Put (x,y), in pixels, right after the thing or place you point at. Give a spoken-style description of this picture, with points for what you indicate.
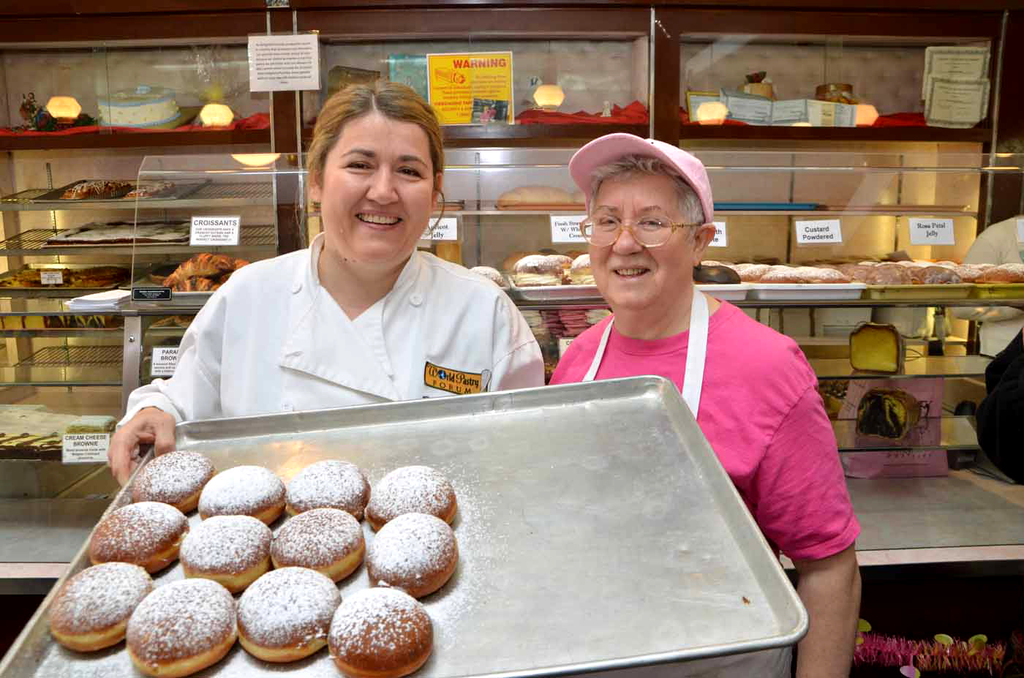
In the picture we can see two women (762,495) are standing together and one woman (270,325) is holding a tray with doughnuts (282,614) in it and behind the women (825,663) we can see the racks (1,208) with pastries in it.
